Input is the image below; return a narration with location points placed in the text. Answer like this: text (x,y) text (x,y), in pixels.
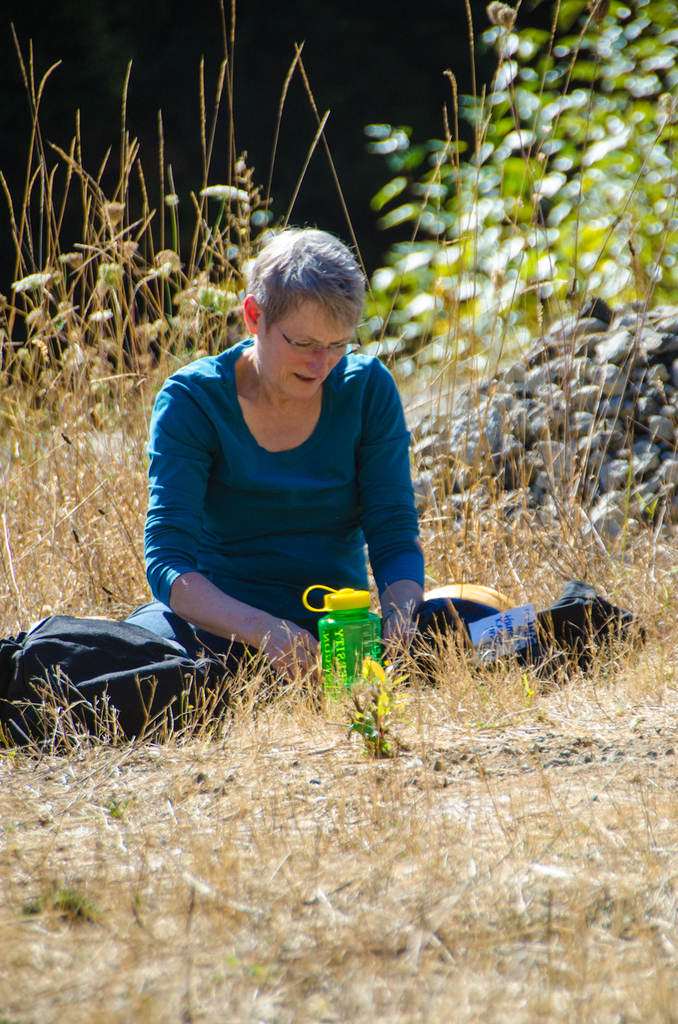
In this image there is a person (185,635) sitting in garden (618,670), and at the back ground (474,334) there are grass (115,559), plants (503,350), stones (551,395).
